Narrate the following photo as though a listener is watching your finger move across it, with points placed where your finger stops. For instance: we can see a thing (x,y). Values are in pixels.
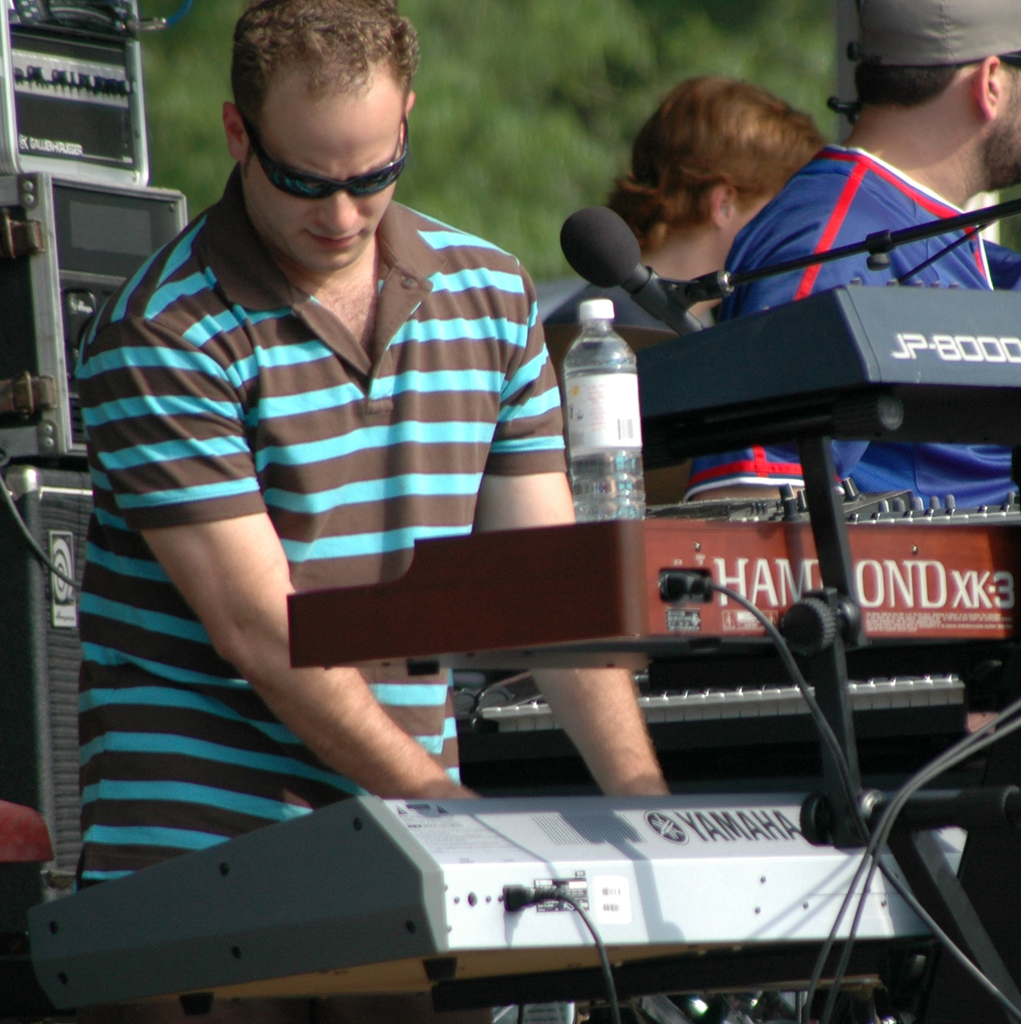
In front of the image there is a person (519,391) playing keyboard (658,562), in front of the person (341,311) there is a mic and a bottle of water (568,433). Behind the person (339,234) there are two people (702,183), speakers (39,279) and trees (496,163).
